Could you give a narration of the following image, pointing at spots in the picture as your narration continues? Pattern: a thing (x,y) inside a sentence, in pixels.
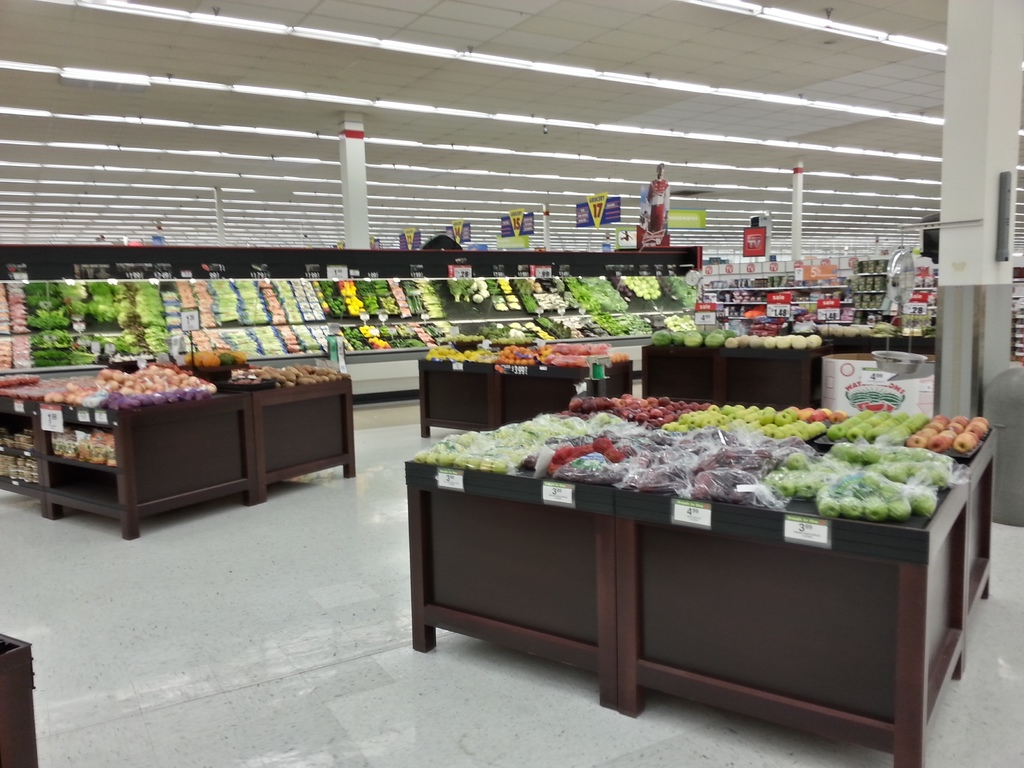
In the image we can see the vegetables (377,337) and fruits store (407,339) and they are kept on the shelf (476,307) and on the table (750,447). Here we can see floor (275,628), pillar (953,263), poster (650,207) and the lights (14,179).
